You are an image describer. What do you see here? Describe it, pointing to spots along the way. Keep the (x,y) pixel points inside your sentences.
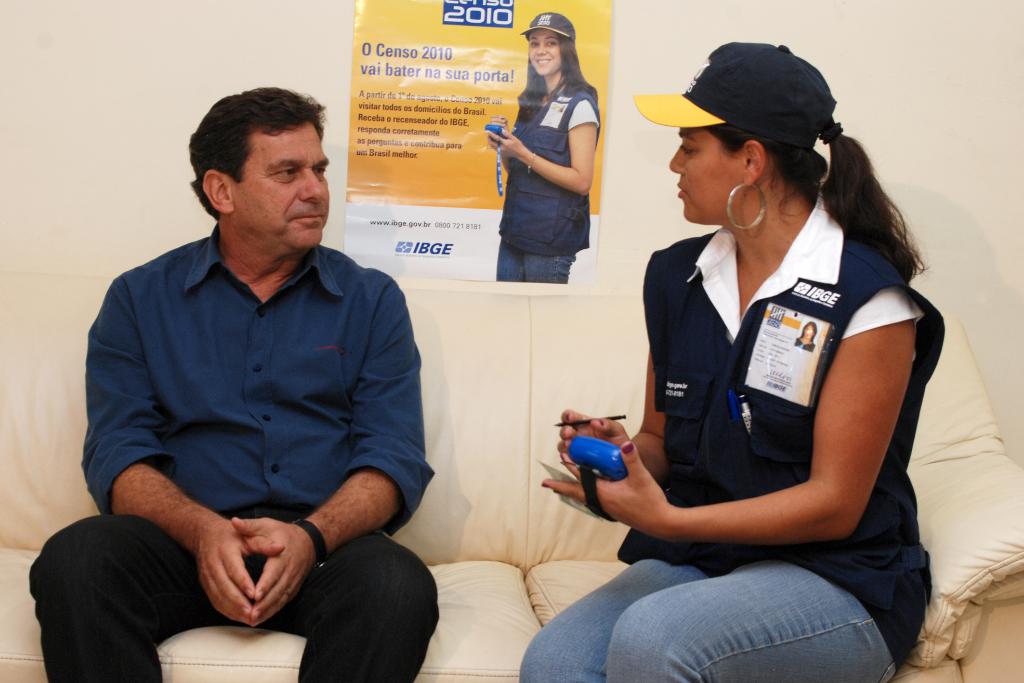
In this image we can see persons (316,420) sitting on the couch (476,411) and an advertisement (375,90) pasted on the wall (210,51) behind them.
